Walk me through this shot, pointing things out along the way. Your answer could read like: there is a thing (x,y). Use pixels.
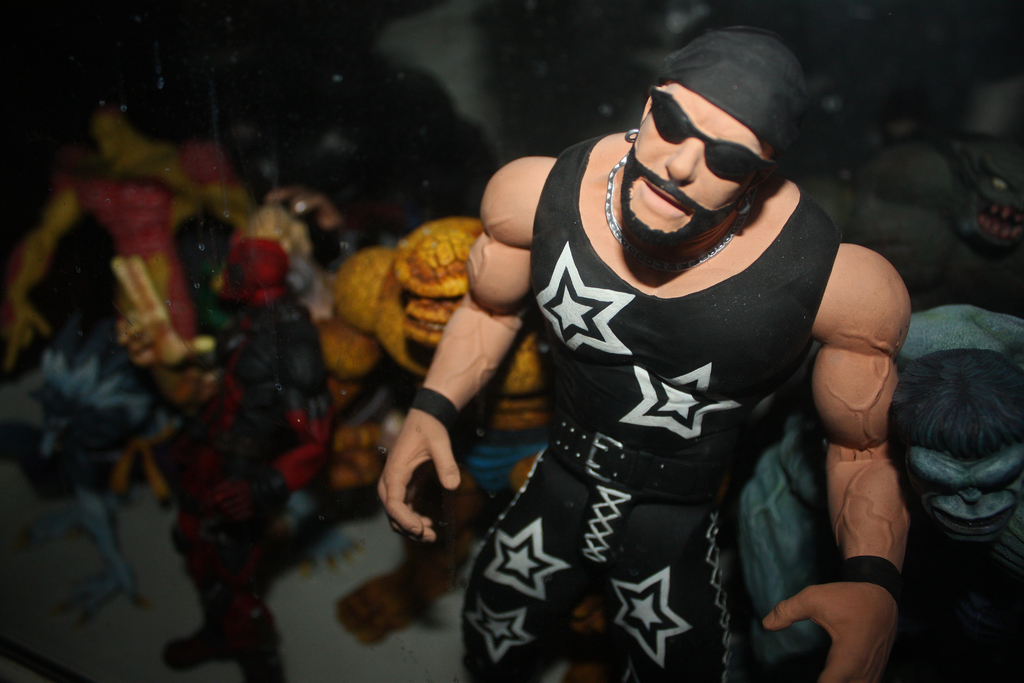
In this image there is a toy (573,312) on the right side of this image (714,331) and there are some other toys (268,365) in the background (263,318).
